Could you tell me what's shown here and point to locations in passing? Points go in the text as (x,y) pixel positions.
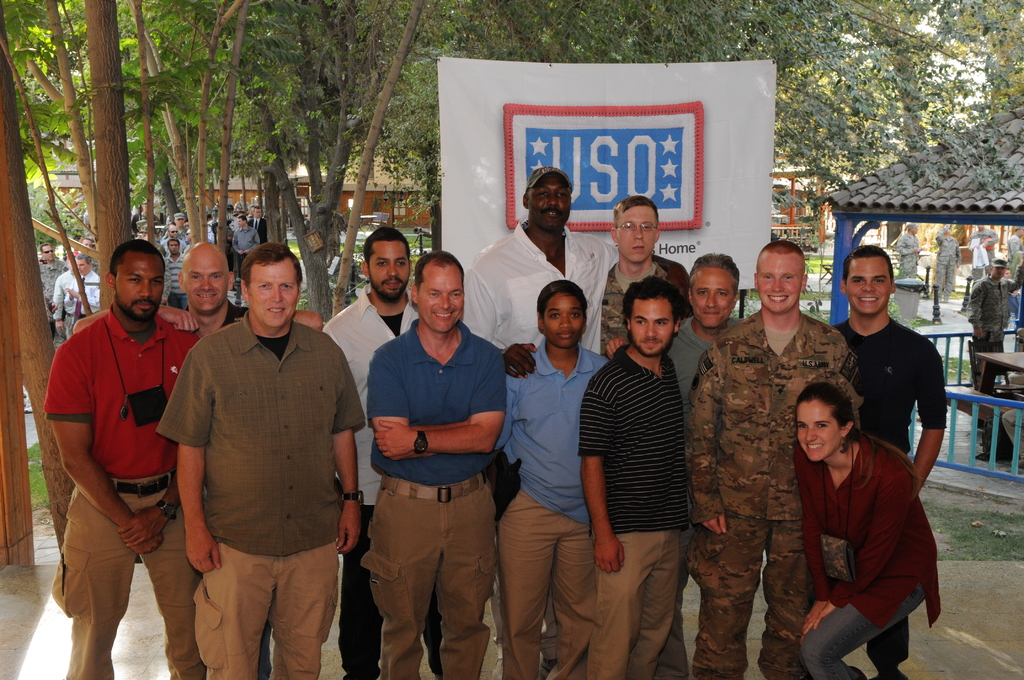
In this image I can see the group of people (540,498) with different color dresses (550,535). To the right (851,226) there is a hut (838,212). Under the hut (949,188) I can see the tables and railing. I can also see few people (1002,310) wearing the military uniforms (991,301). To the left (144,215) I can also see few more people (87,245). In the background (109,250) I can see the banner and many trees (405,167).
